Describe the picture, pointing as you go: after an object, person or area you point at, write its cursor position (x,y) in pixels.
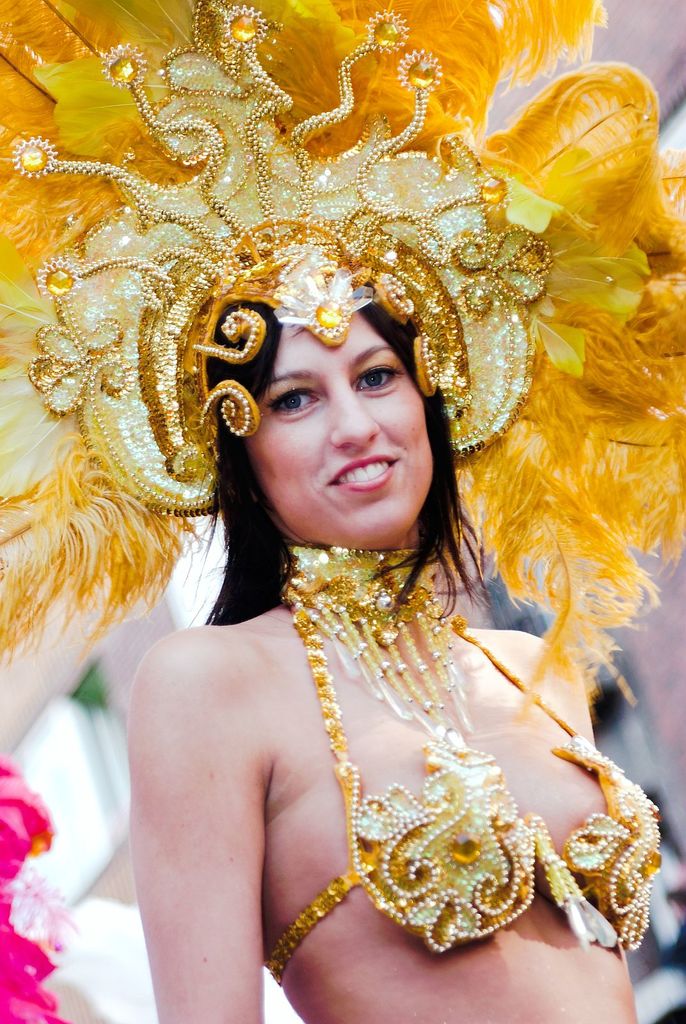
In this picture we can see a woman (270,747) wearing a crown (289,248) and a costume (301,610). she is smiling. Background is blurry.
